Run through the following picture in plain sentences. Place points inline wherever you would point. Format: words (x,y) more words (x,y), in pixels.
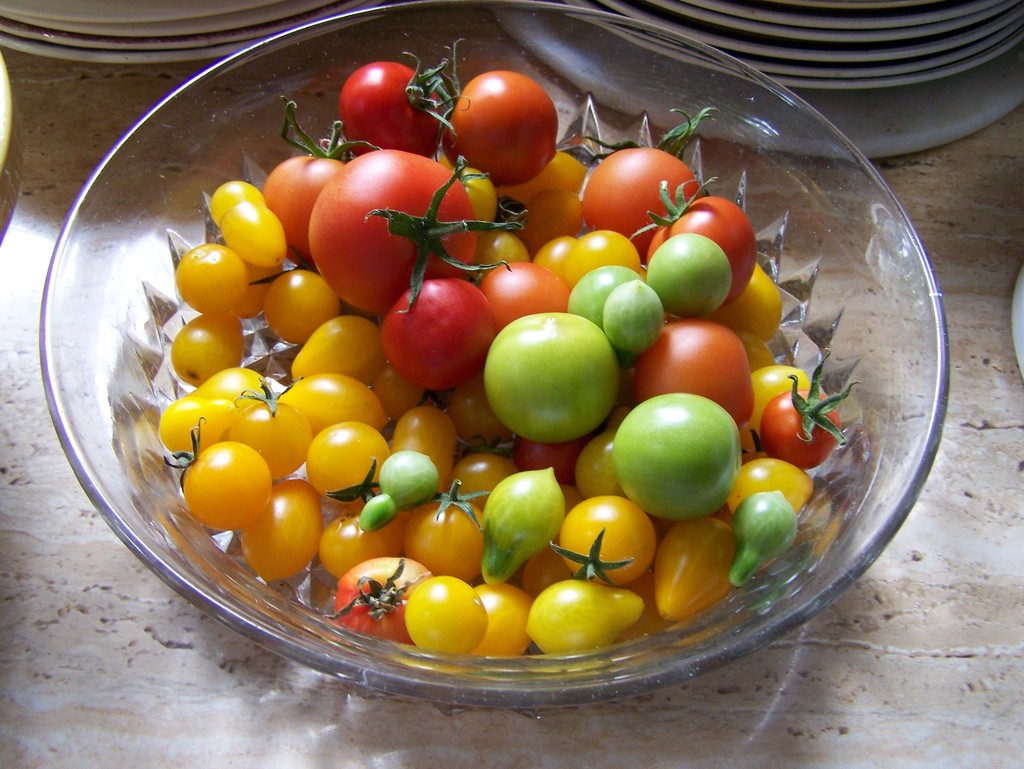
In this picture there are tomatoes (346,267) in the bowl (620,50). At the back (831,75) there are plates (865,79). At the bottom (89,689) it might be table (781,673).
